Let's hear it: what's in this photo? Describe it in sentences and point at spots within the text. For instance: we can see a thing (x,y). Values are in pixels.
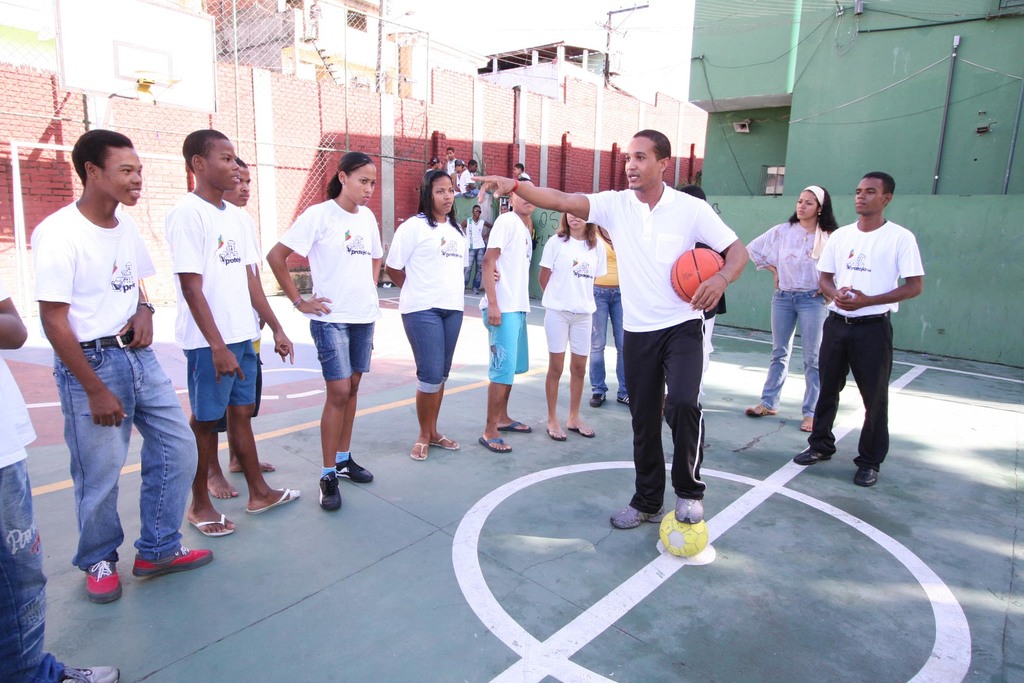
In this image we can see people (807,393) standing on the ground (263,380) and one of them is holding balls (690,260) with hand (711,301) and leg (687,346) on the floor (718,543). In the background (652,121) there are buildings (907,120), pipelines (951,84), fences (584,98), electric poles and sky (602,46).
